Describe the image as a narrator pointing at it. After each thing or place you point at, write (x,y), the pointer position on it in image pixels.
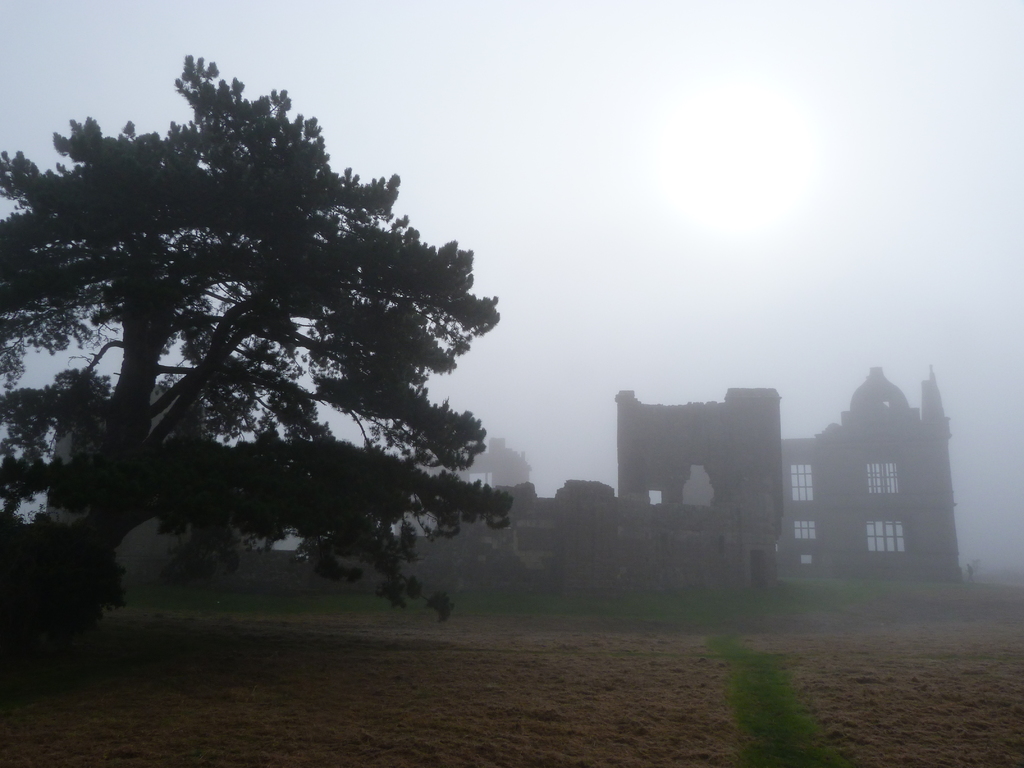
There are trees (209,474) and buildings (739,500) at the back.
